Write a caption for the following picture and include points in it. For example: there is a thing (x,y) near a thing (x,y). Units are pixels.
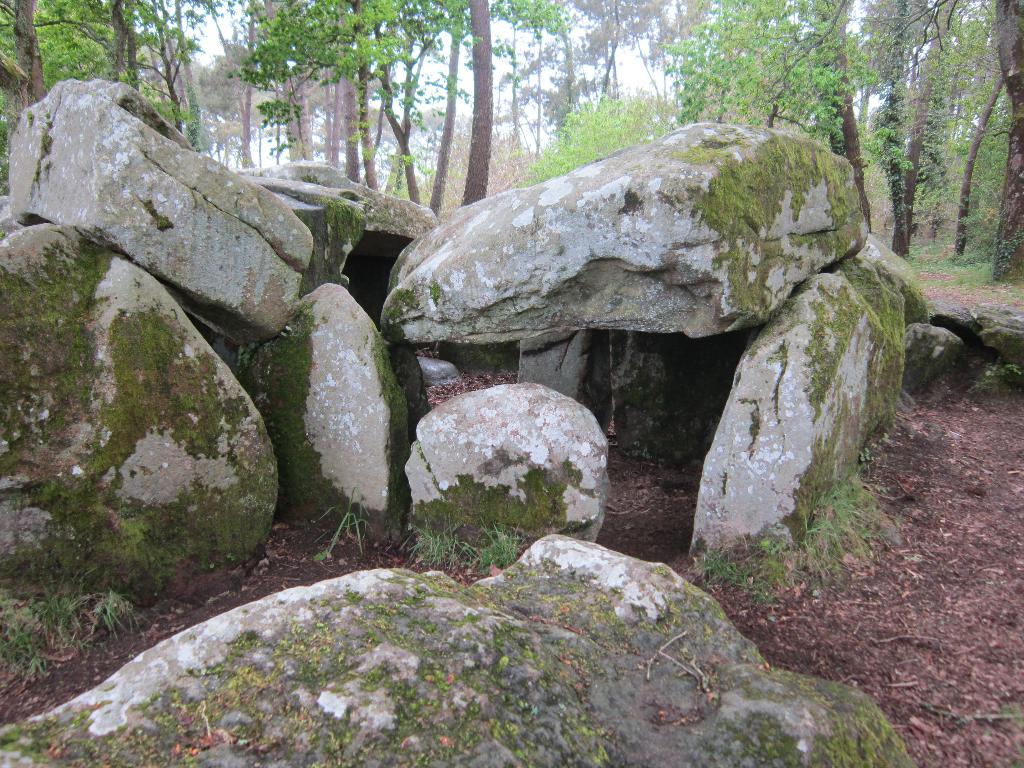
This is a picture of forest (190,100). We can see rocks (224,449). This is a dried land area (965,608). These are the trees (363,46). This is a sky (627,78).
